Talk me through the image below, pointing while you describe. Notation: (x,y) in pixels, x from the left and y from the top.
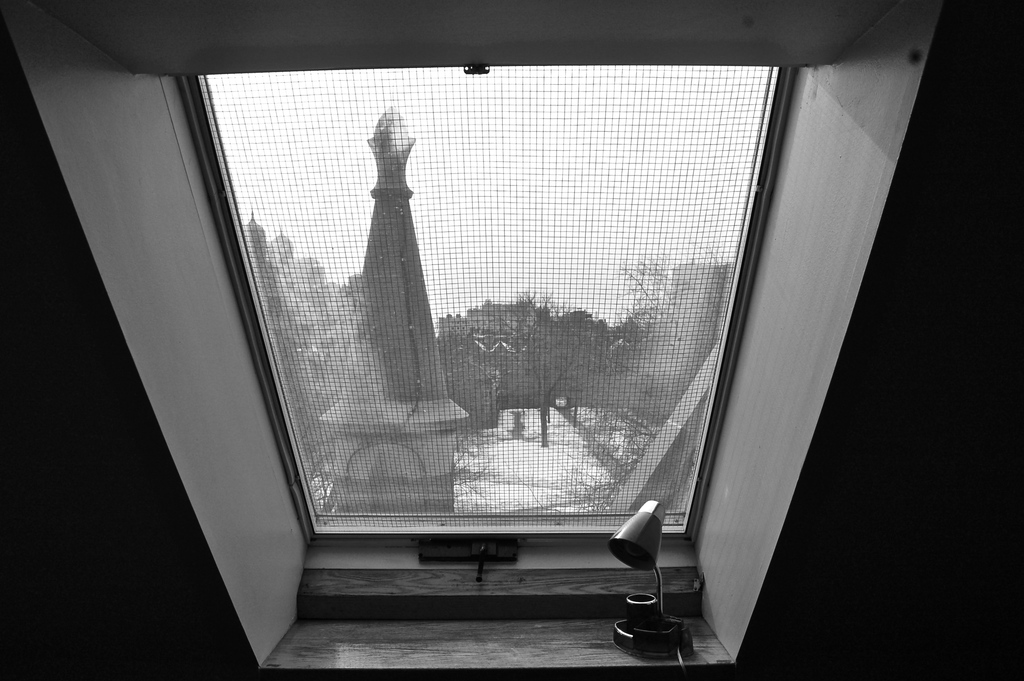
We can see an object (653,639) near to a window (624,521). Through window mesh net (520,353) we can see outside view (335,317). Here we can see sky (517,203), trees (516,335) and a tower (385,436).
